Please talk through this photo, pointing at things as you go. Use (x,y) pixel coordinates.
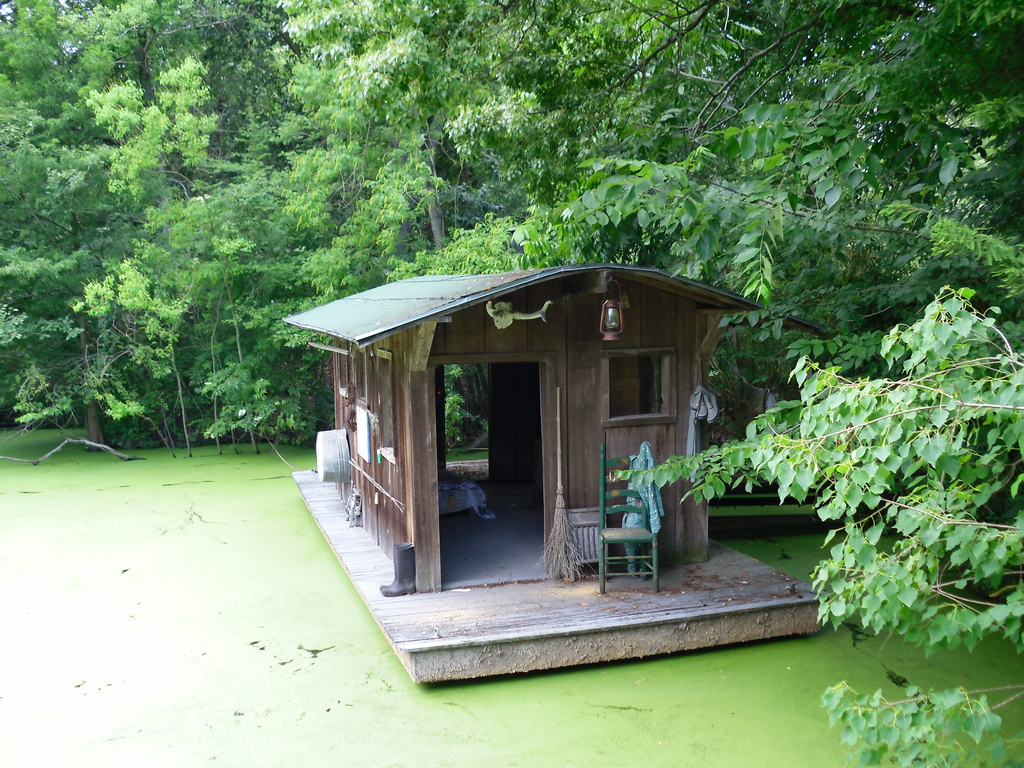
This image is taken outdoors. At the bottom of the image (200,698) there is a pond (131,561) with water (67,459). The pond (137,499) is covered with algae (181,569). In the middle of the image (563,423) there is a wooden house (424,562) with walls (570,392), a window (618,401), a door (517,424) and a roof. There is a lamp (612,329). There is an empty chair (648,573). There is a broomstick (556,557). There is a boot (396,573) on the wooden platform (364,544). In the background (164,371) there are many trees (109,237) and plants (804,224) with green leaves (412,191), stems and branches (140,63). On the right side of the image (879,408) there is a tree (915,730).
